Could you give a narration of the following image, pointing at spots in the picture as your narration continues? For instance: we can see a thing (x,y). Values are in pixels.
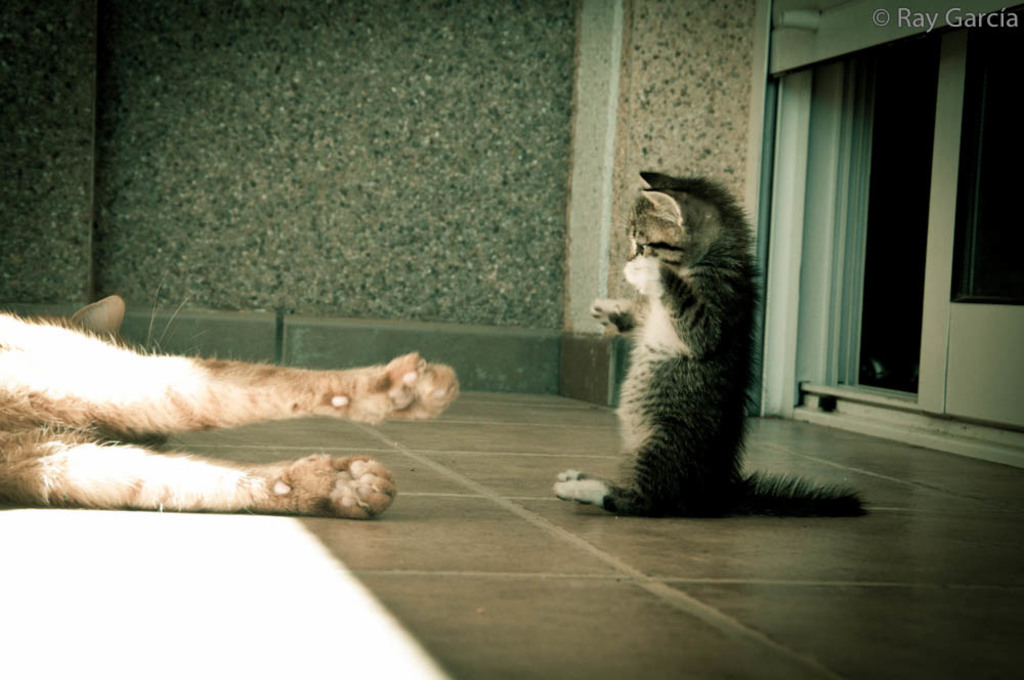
In this image, we can see a cat (668,404) sitting and there is an animal (84,413) lying on the floor (242,446) and in the background (503,145), we can see a wall (372,127).
